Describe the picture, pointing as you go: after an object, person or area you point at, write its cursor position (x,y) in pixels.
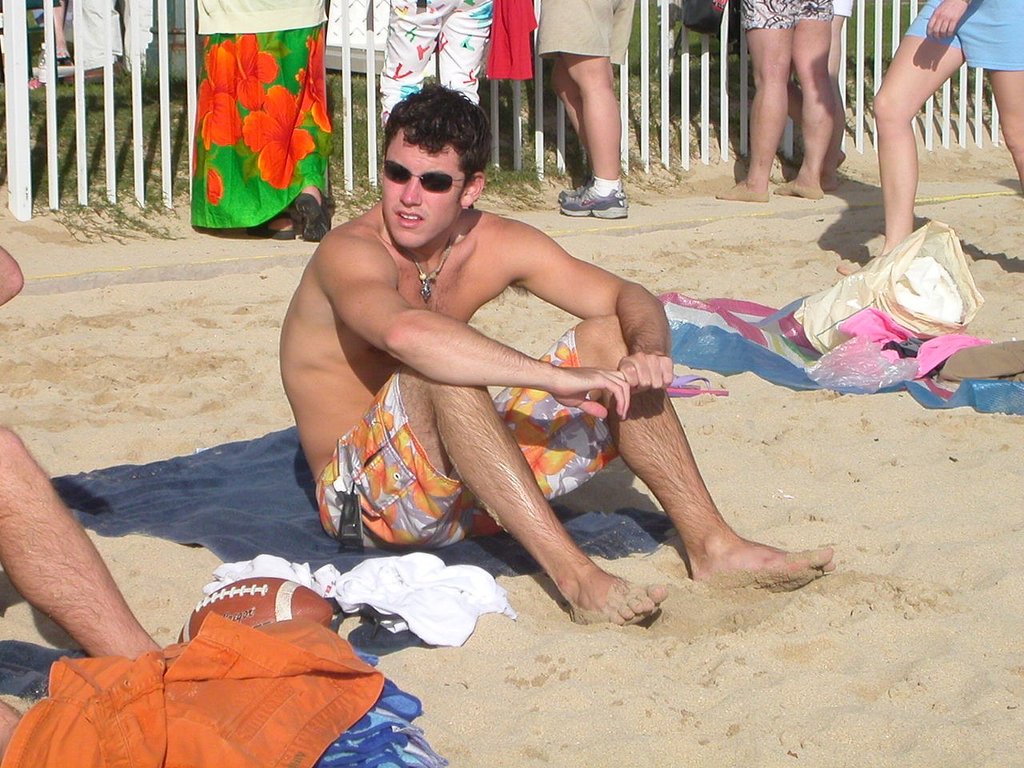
In this image we can see a man (527,465) wearing sunglasses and sitting and we can see some clothes (285,656) and some other objects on the sand (56,353). There are few people (211,158) and we can see the railing (84,155) in the background (65,151) and we can see the grass (651,9) on the ground (934,139).
